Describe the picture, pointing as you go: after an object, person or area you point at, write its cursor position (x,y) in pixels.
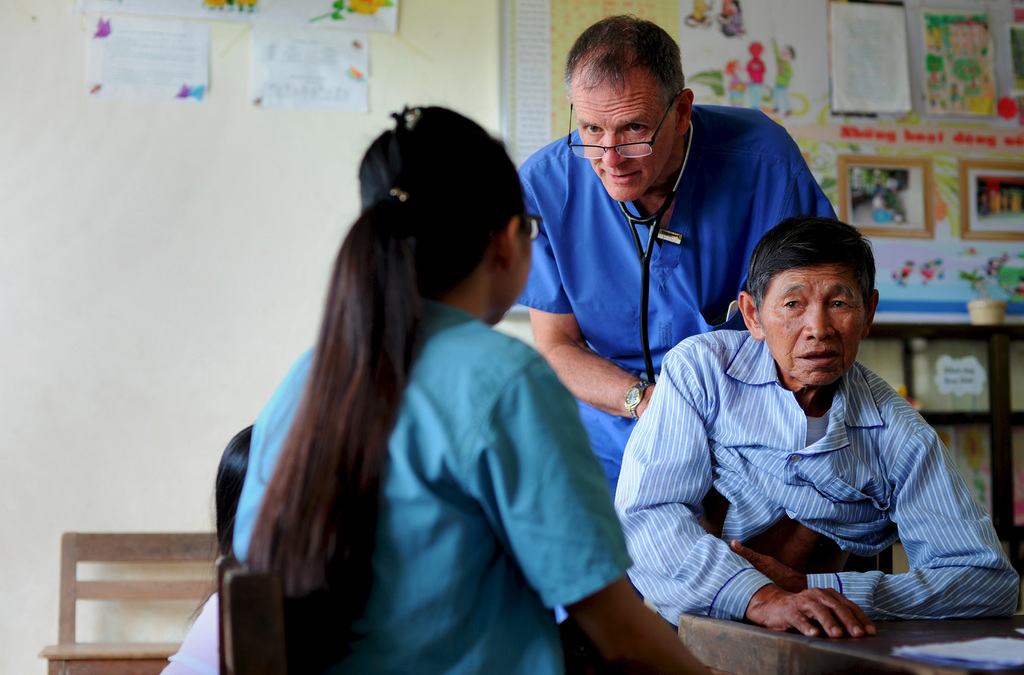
There is a doctor (697,150) talking to a girl (430,276) and giving treatment to a man (839,614).
